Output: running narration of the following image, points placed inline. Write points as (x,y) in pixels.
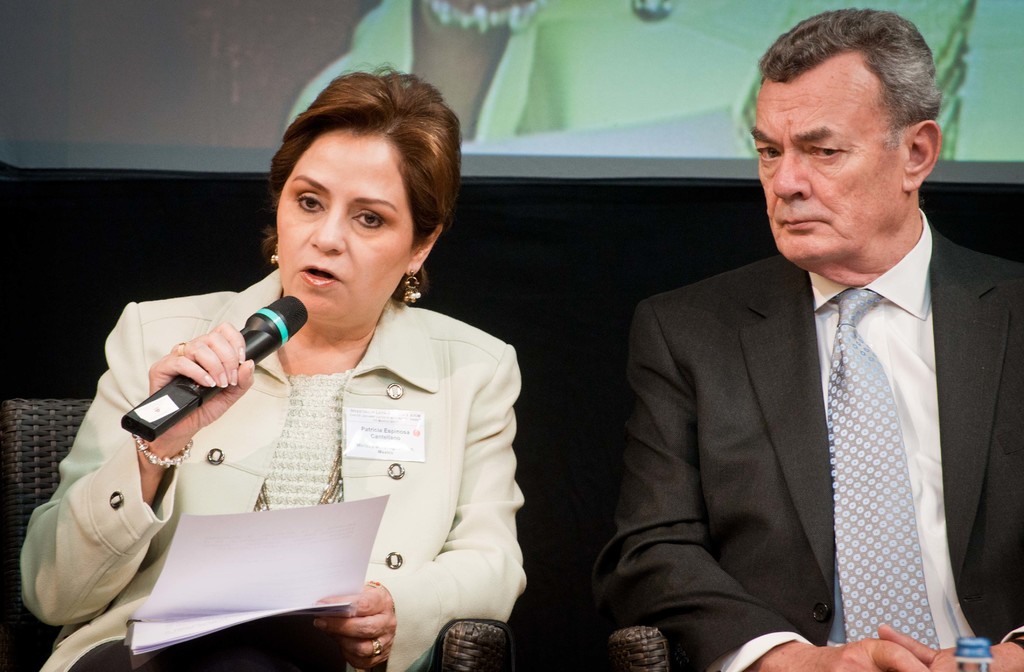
In the image we can see two persons (818,242) were sitting on the couch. On the left (129,530) the woman (129,530) she is holding paper (366,543) and microphone (126,429). In the background (528,27) there is a screen (603,55).
